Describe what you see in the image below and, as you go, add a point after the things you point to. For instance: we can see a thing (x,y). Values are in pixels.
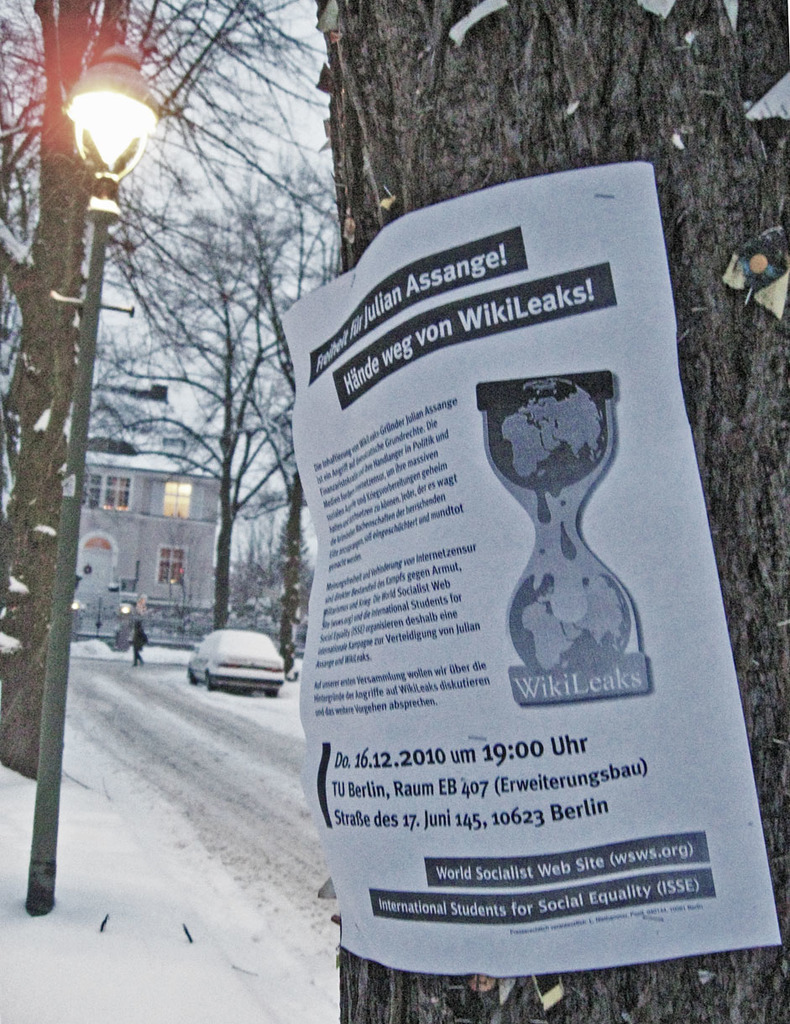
On the right side of the image (588,433) we can see a poster (444,257) on a tree (606,139). On the left side of the image (38,857) we can see a pole (48,847), light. In the background of the image (58,206) we can see the trees (221,553), building (179,569), windows (168,577), door (106,562), fence (123,609), car (229,632), person (138,638) and snow (205,742). At the top of the image (144,333) we can see the sky (264,301).
